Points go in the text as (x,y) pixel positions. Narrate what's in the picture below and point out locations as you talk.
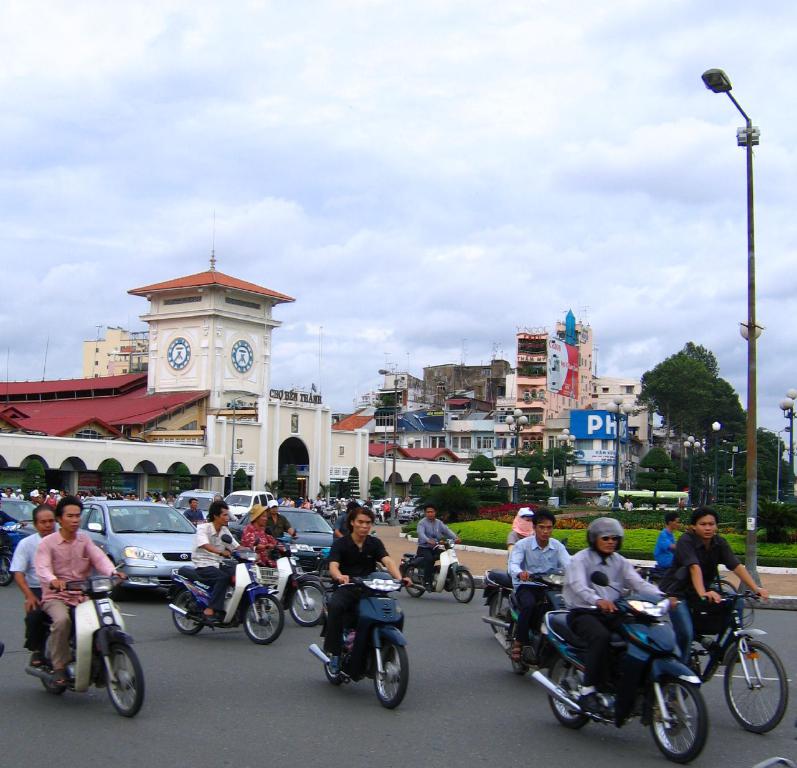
In the foreground of the picture (367,604) there are motorbikes (367,604), people (29,567), cars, plants (766,523), street light (756,565), pavement (466,557) and road (11,615). In the center of the picture (446,447) there are trees (711,419), street lights (563,429) and buildings (130,395). Sky (234,179) is cloudy.
